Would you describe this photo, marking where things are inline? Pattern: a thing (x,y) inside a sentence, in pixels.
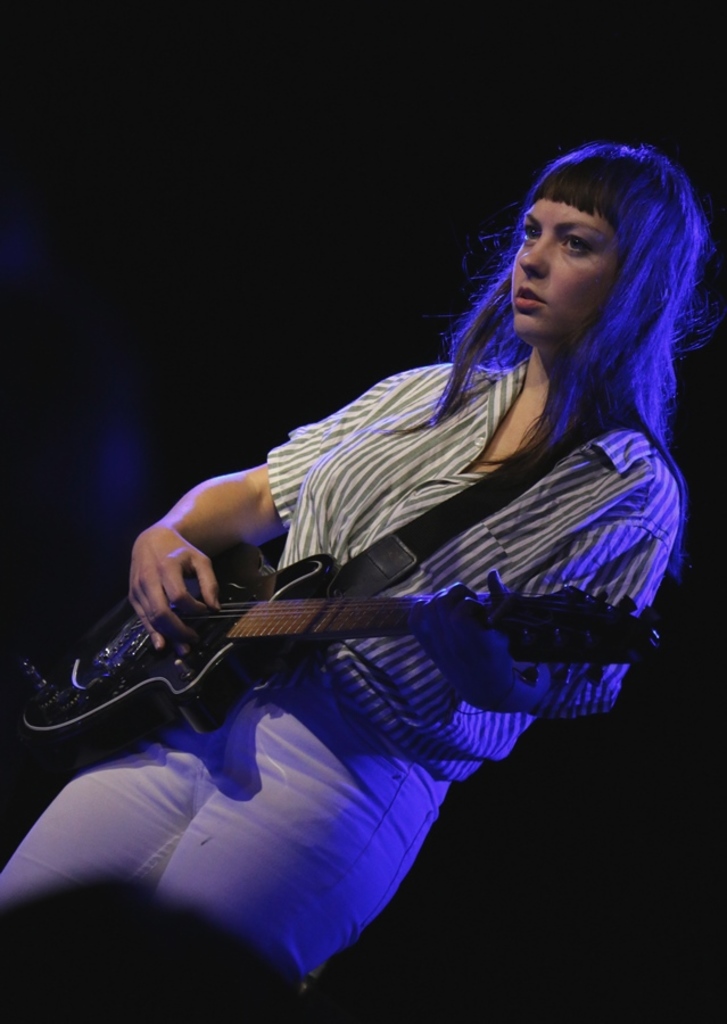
In this picture there is a girl (279,756) who is standing at the center of the image (453,412) and she is playing the guitar (587,634).
